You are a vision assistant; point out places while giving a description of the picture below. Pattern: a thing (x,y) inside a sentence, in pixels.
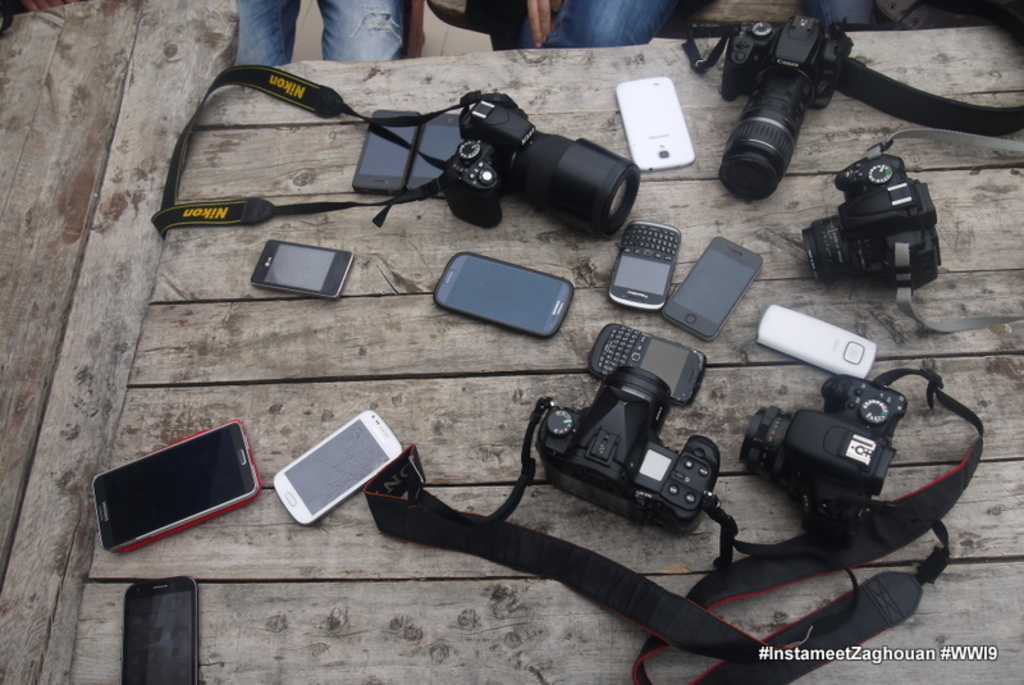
In this image we can see a wooden surface (232,320). On that there are mobiles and cameras (799,432). At the top (385,4) we can see legs (254,22) of persons (853,8). In the right bottom corner (885,651) there is something written.
